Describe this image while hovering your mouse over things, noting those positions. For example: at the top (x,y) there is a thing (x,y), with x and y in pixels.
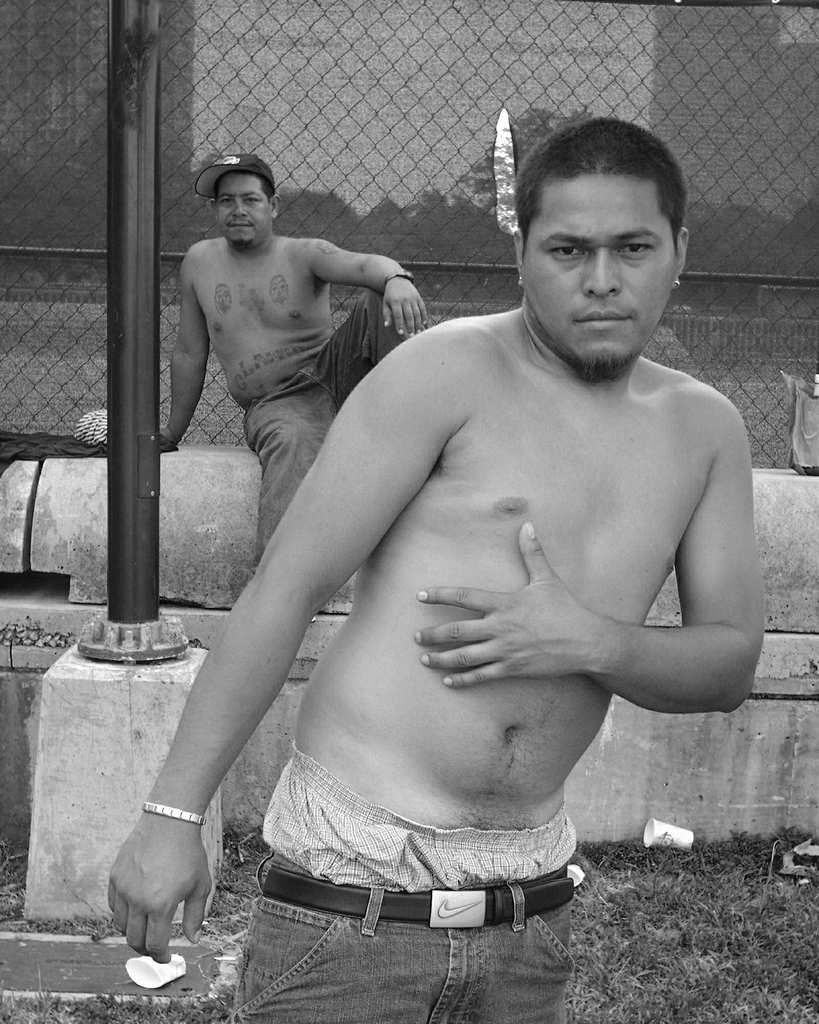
In the foreground of the image (532,608) we can see a person (331,884) standing. To the left side of the image (127,226) we can see a pole (127,278) placed on the ground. In the background (238,319) we can see a person (204,319) wearing cap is sitting on the wall (238,462) in front of a iron fence (185,111).
